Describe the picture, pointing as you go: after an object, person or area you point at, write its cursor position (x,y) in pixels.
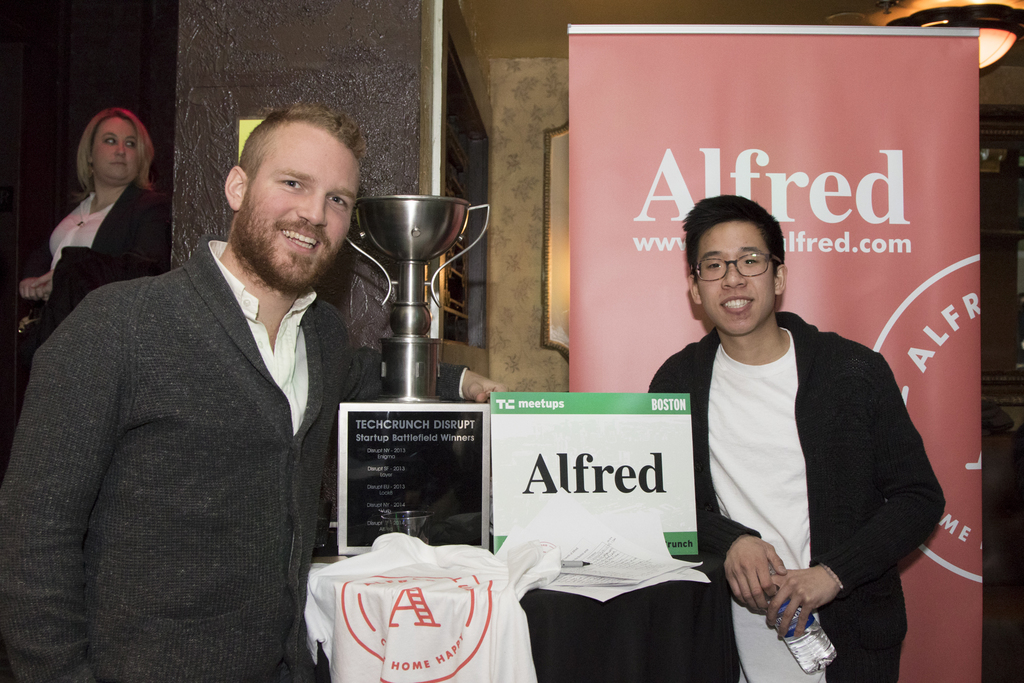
In the center of the image (680,356) there are two people (719,431) standing. There is a table (706,557) on which there is a cup (412,436). There is a board (622,434) with some text (569,473) on it. In the background of the image (577,384) there is a banner (870,68). There is a lady (101,123). There is a wall (489,64).
